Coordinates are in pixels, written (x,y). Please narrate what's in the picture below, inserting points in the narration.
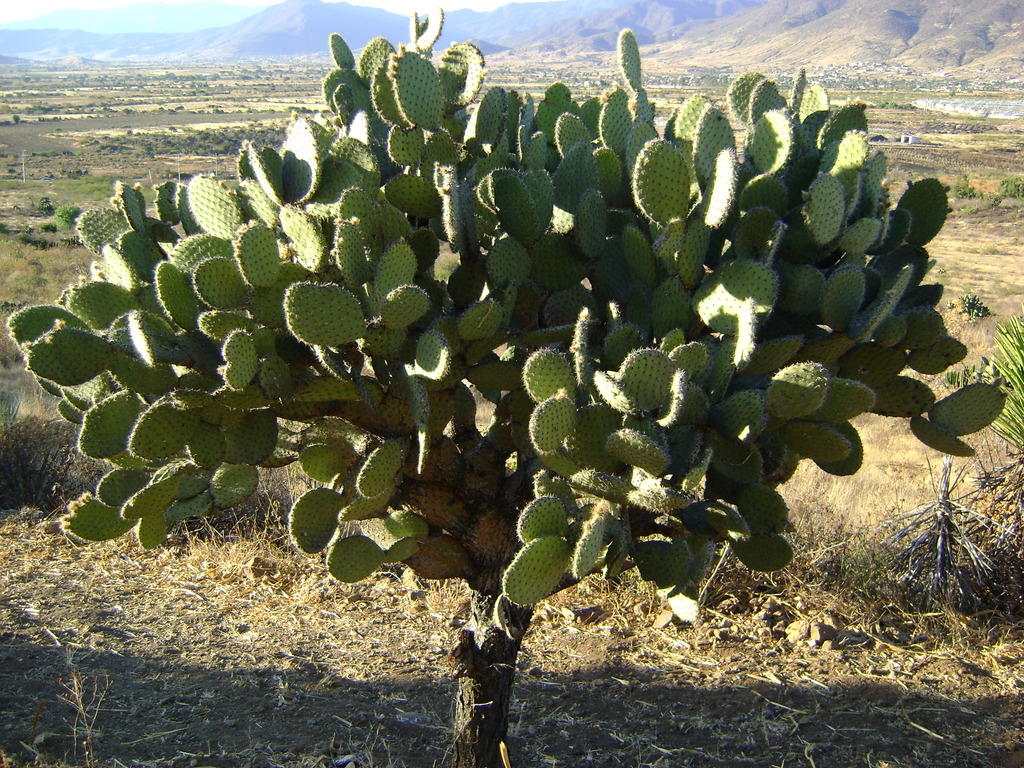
In this picture there is a green cactus plant (440,335) in the front (521,444). Behind there is a ground (248,126) and some mountains (564,30).
